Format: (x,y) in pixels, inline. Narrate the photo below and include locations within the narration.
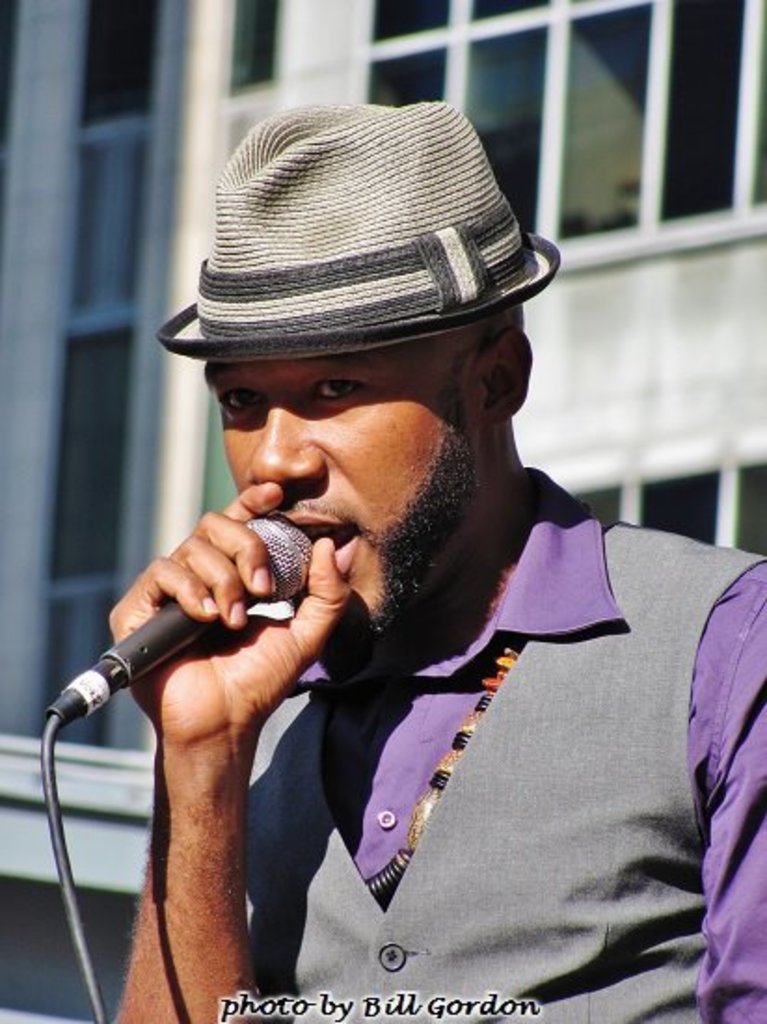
A man (283,657) is holding microphone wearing clothes (470,672) and hat (402,338), this is window (484,36).
